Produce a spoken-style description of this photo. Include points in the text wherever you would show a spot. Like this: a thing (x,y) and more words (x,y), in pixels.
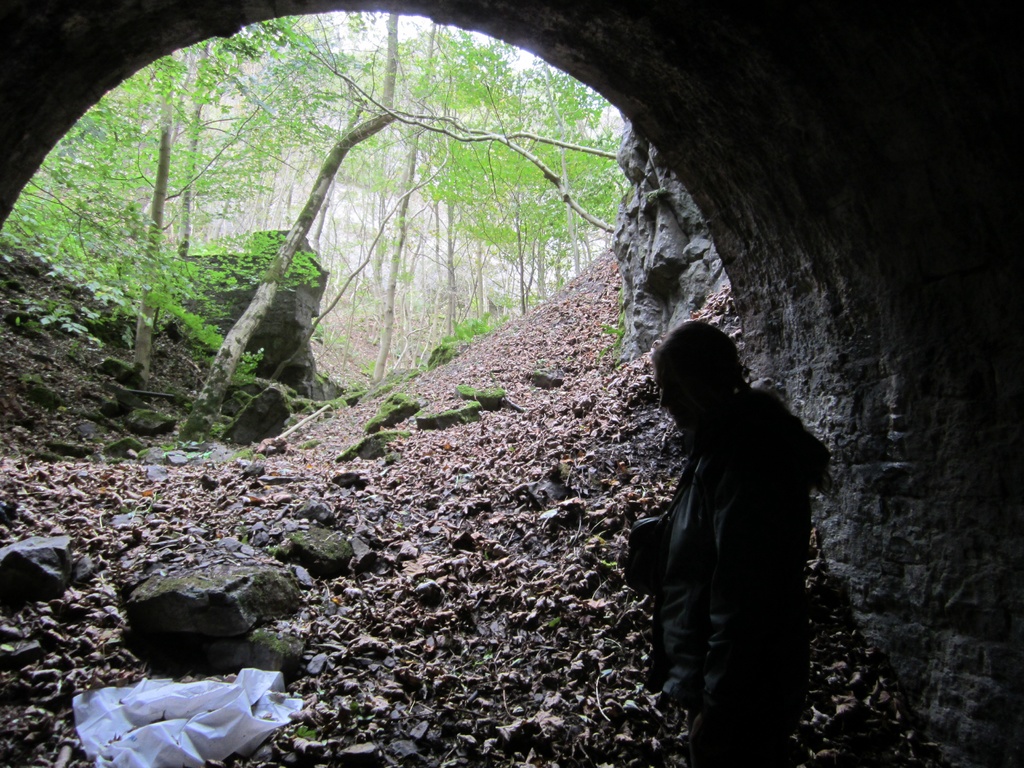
It is the inside view of the tunnel (945,610). Here we can see a person (735,581) is standing. Background (606,191) we can see stones (641,250), rocks (634,252), trees (280,218), plants (104,303). At the bottom of the image (223,697), we can see a white color object (190,723).
